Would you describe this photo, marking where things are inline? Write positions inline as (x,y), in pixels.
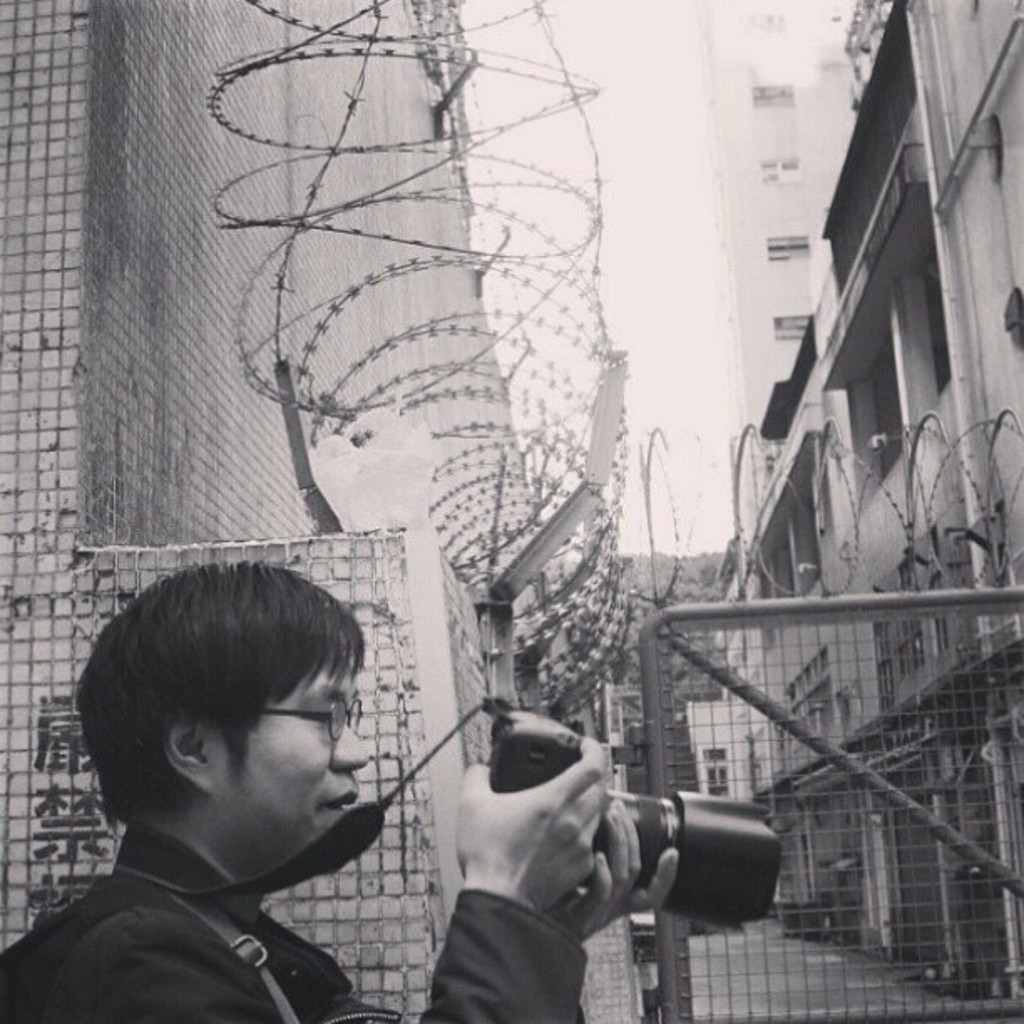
This is a black and white image and here we can see a person (275,777) wearing glasses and holding a camera (652,815). In the background (387,243), there are buildings (159,350), wires (596,501) and a gate (769,739) with mesh (813,681). At the top (648,176), there is sky (650,174) and at the bottom (749,951), there is road (779,940).
